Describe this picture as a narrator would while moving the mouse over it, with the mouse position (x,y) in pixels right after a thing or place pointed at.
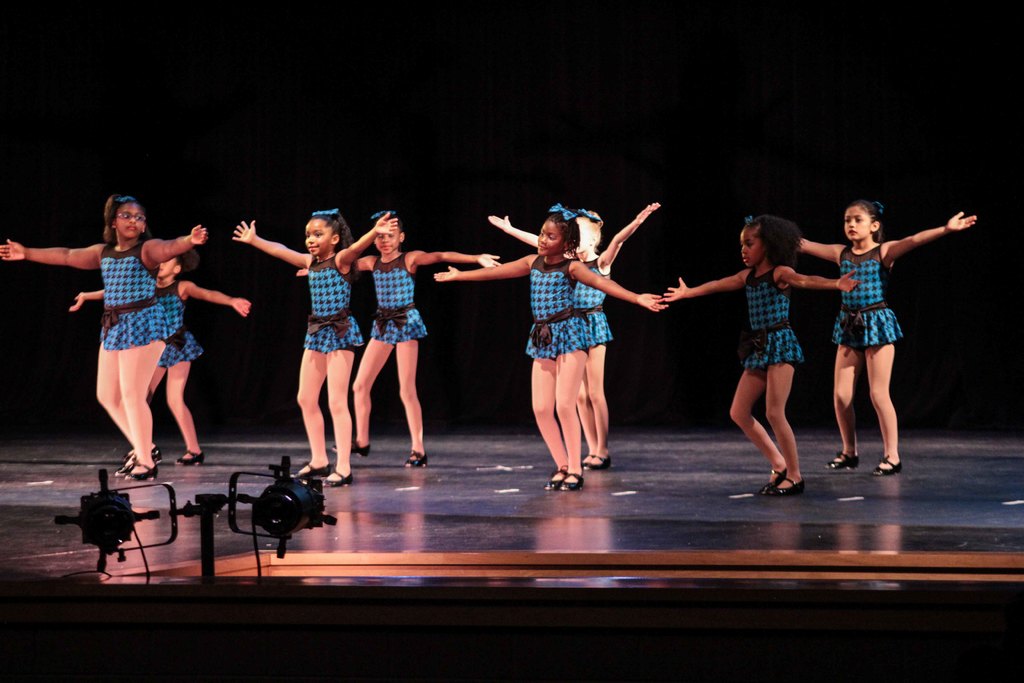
In this image, we can see people (786,266) performing dance on the stage (562,517) and we can see spotlights (283,489). In the background (302,140), there is a curtain (563,138).
